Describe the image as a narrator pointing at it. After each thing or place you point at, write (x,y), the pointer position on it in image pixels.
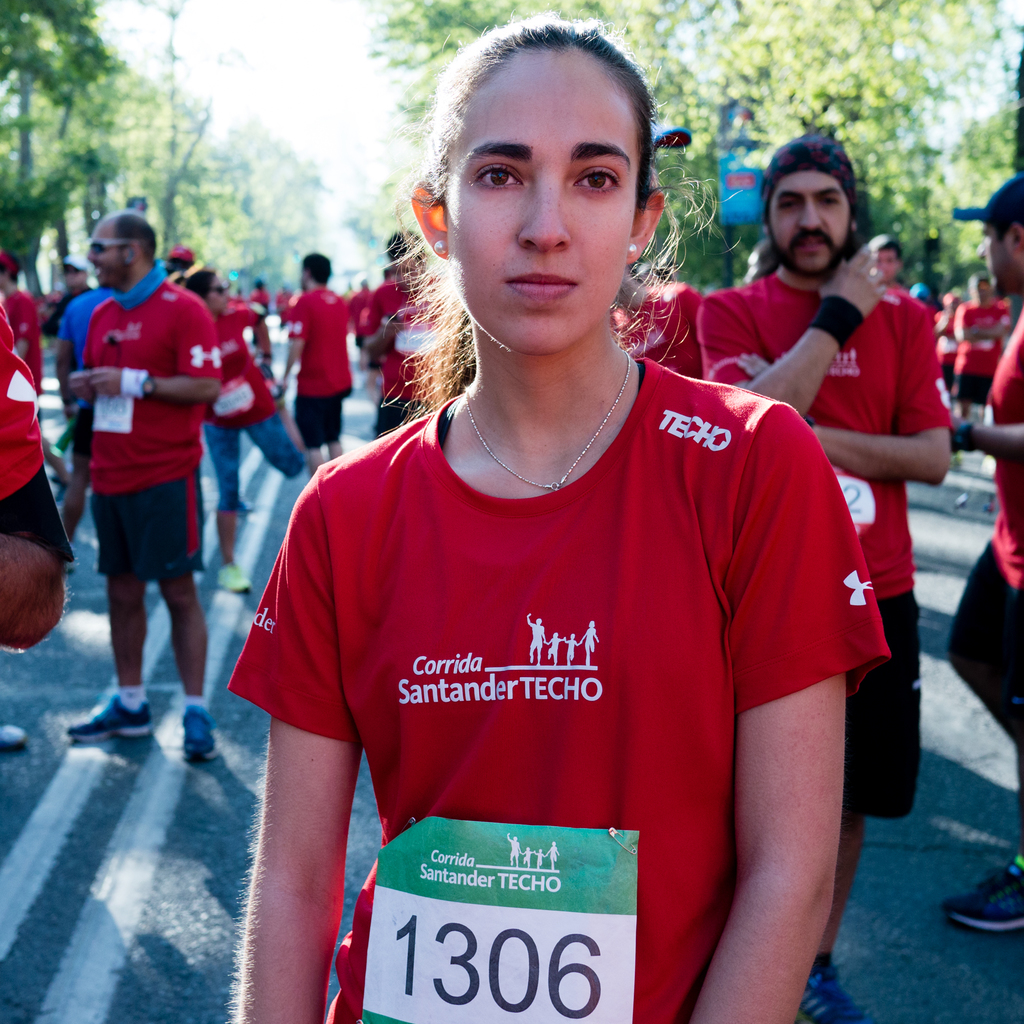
In the foreground of the image (476,796) there is a lady (498,704) wearing a red color T-shirt (461,574). In the background of the image (854,421) there are people (334,371) on the road (206,556). There are trees (81,186).
